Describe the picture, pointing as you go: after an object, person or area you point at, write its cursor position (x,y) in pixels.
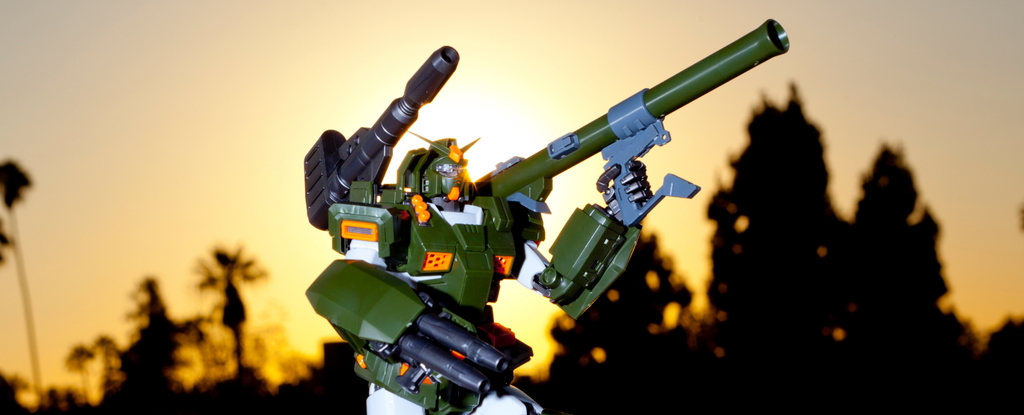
In this image we can see a toy (430,231). In the background (406,141) we can see the trees (652,322) and also the sky (521,81).
